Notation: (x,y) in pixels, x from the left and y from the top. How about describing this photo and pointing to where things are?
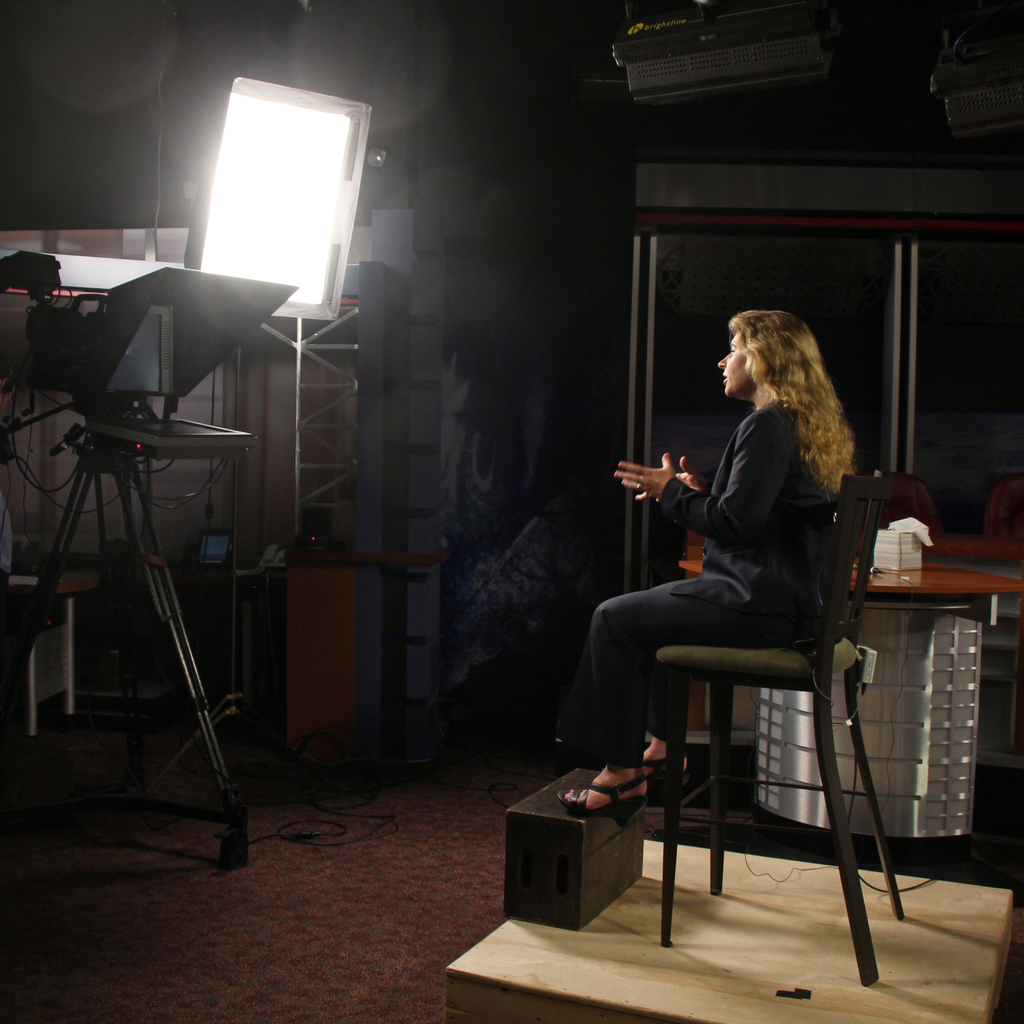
In the picture, it looks like a shooting, a woman (730,553) is sitting on the chair (711,683), she is acting, in front of her there is a big camera (98,450) and beside that there is a light (314,208), in the background (307,636) there are some cupboards (308,611), to the right side of the woman (761,399) there are some other equipment (956,677), there are some lights (659,84) to the roof (880,59).
